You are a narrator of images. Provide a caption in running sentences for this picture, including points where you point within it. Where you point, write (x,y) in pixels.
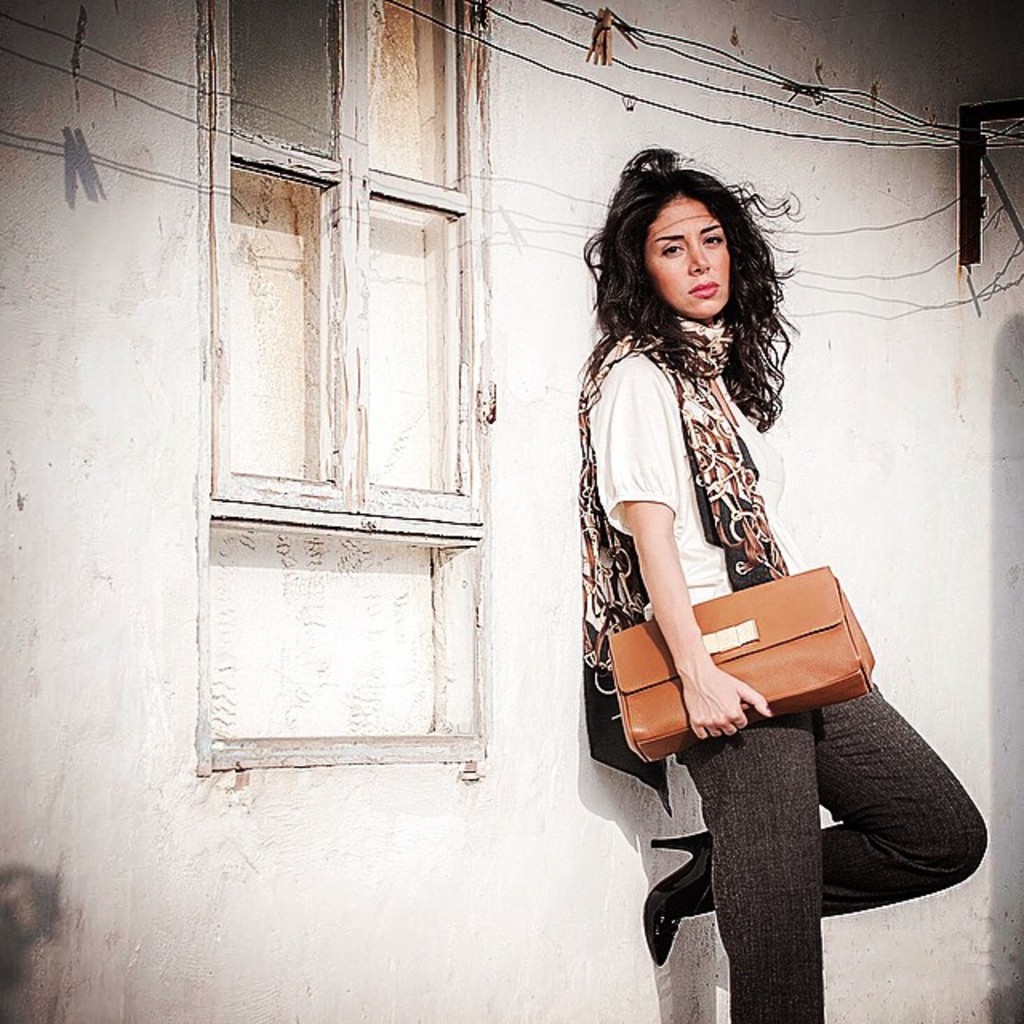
In this image, In the right side (800,943) there is a woman (803,735) standing and she is holding a bag (734,664) which is in brown color, In the left side (143,726) there is a wall (137,457) which is in white color and there is a window (378,301) which is in black and white color.
